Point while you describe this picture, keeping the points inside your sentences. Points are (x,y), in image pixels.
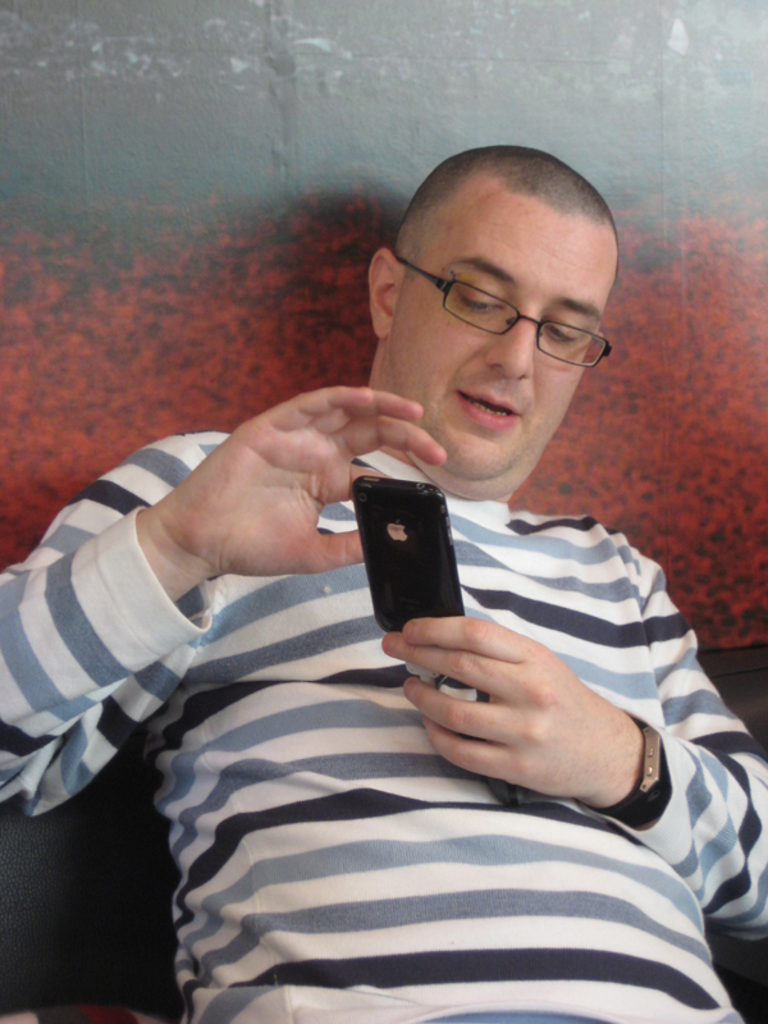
In this image there is a person (467,789) wearing T-shirt (579,653) holding phone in his hand (537,679).
